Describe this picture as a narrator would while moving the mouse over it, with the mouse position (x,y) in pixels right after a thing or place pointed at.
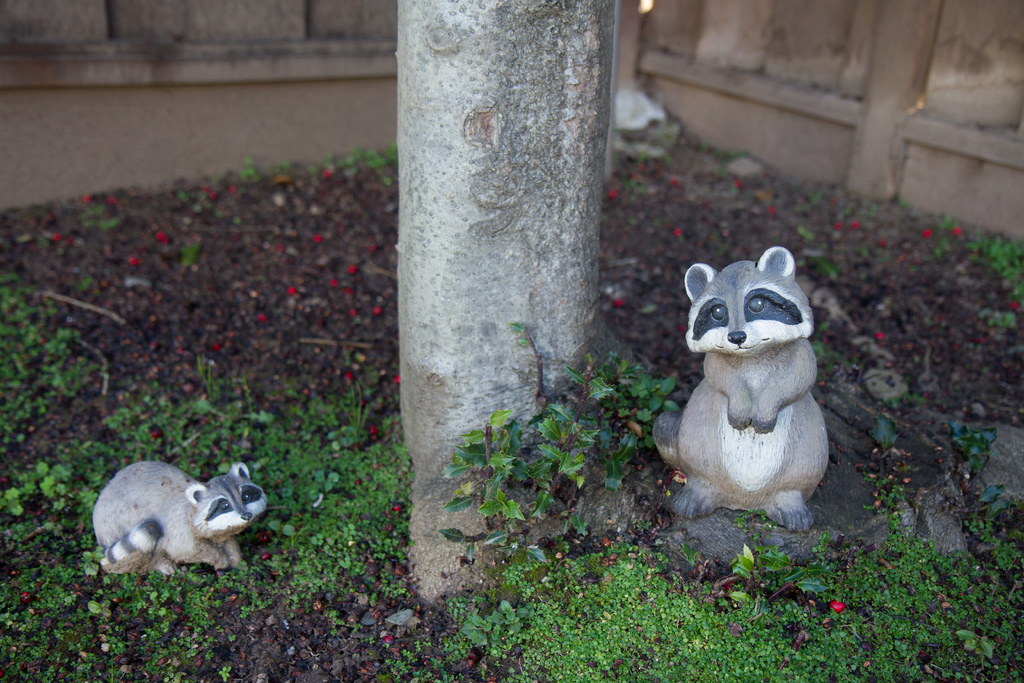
At the bottom of the image (360,599) on the ground (580,605) there are leaves (186,255) and also there are red color things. There are two statues (744,310) of an animal (718,323). In the middle of the image (507,283) there is a tree trunk (497,293). In the background (795,52) there is a fencing wall (846,106).
